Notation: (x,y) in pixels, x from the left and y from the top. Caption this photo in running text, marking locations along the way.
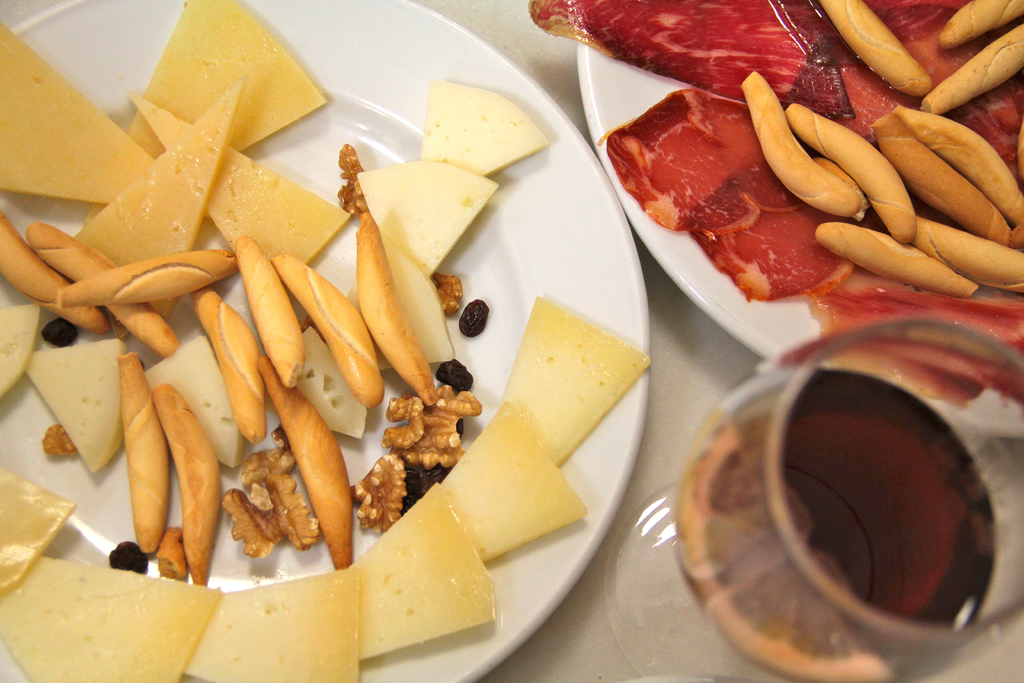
In the picture I can see two plates (595,203) and I can see the food items (308,266) on the plate (946,227). There is a glass of wine (887,475) on the bottom right side (908,556).
